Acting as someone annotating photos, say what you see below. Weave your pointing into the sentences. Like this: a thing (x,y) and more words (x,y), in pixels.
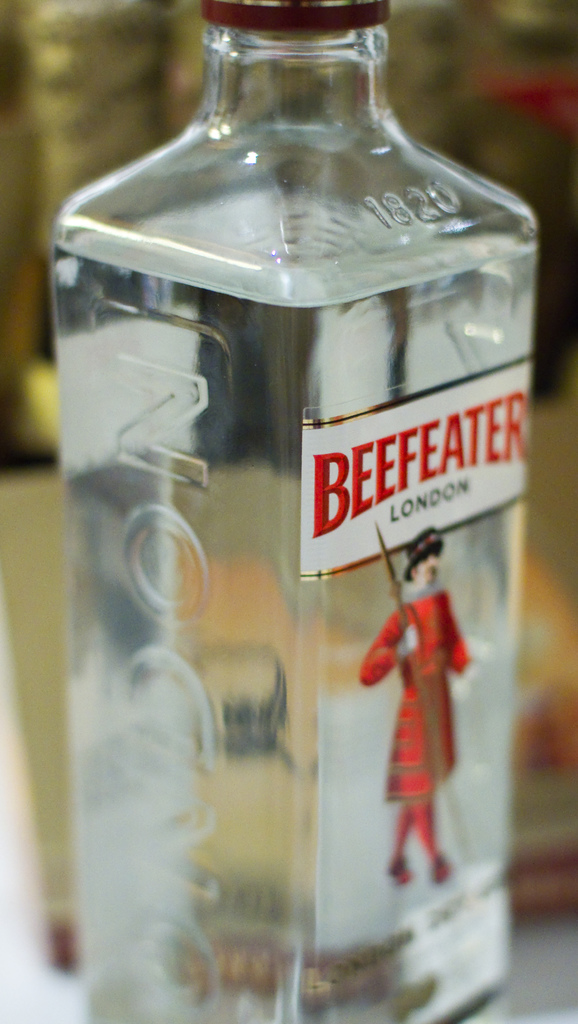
In the image we can see there is a gin bottle (354,582) and on it picture (427,708) of a man (415,696) who is standing and holding a pike (380,538) in his hand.
